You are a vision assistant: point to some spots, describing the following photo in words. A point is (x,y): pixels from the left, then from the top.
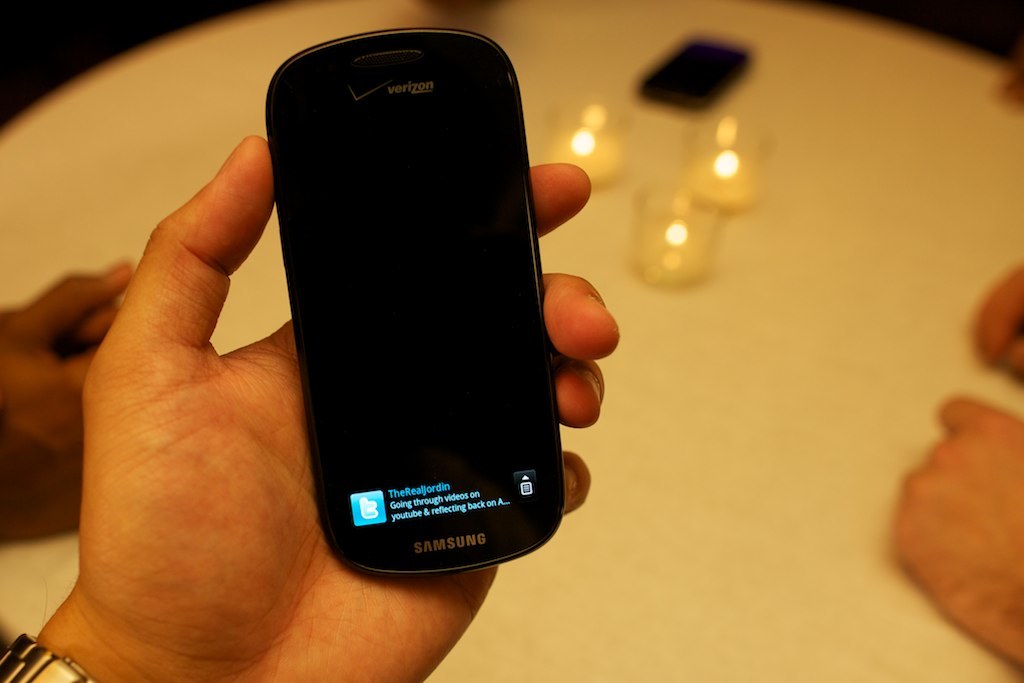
In this image, we can see a person hand (165,566) holding a mobile phone (442,338). There are hands (25,386) on the left (22,415) and on the right side of the image (1016,453). There are candles (687,209) on the table (604,270) which is in the middle of the image (656,243).
